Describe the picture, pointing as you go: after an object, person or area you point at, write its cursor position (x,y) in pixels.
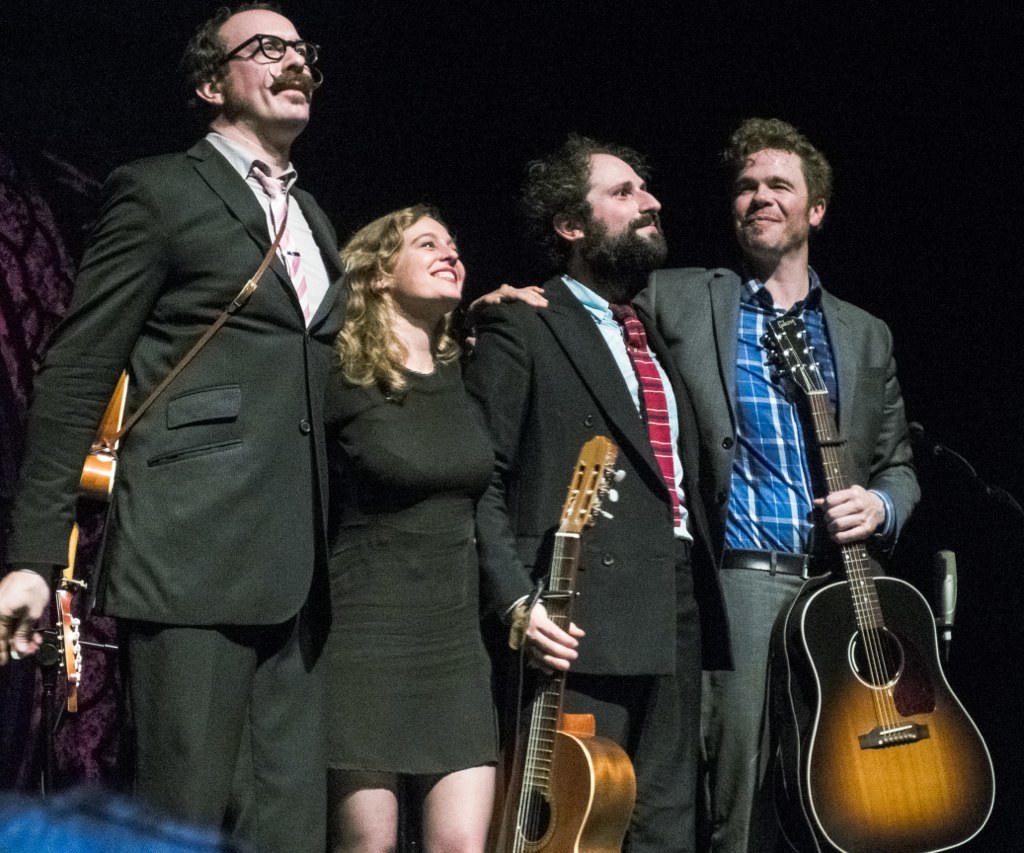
In this picture we can see four persons (528,370) three of them holding guitars (828,589) in their hand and smiling and in middle (374,303) she is woman (367,379) and remaining are men (487,363).
